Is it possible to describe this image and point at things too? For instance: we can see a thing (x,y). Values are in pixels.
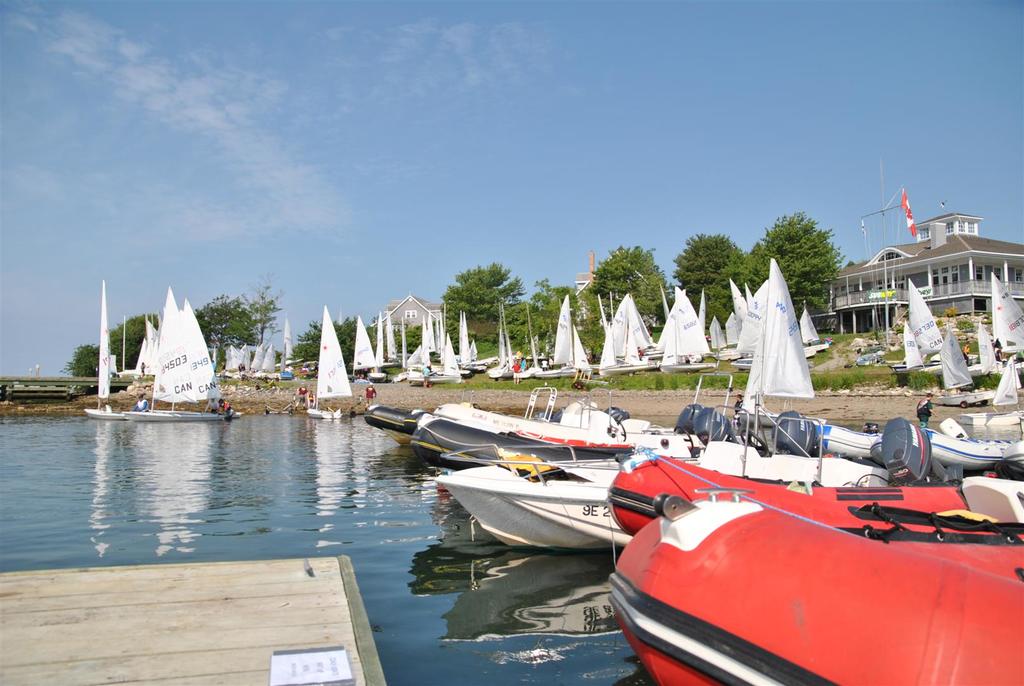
Here we can see boats (396,420), flags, grass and water (448,571). Background (127,318) we can see building (900,267), trees (233,330) and sky (227,263).
